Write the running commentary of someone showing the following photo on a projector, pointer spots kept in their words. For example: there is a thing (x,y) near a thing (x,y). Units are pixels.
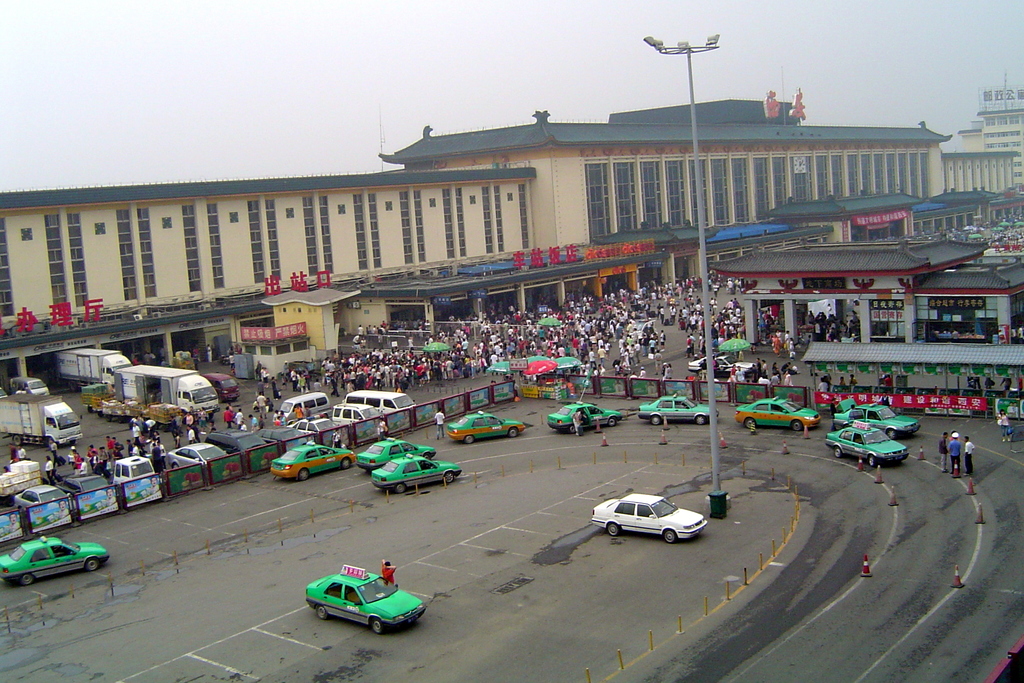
In this picture I can see the roads (227,634) on which there are number of cars (20,434), people (675,293) and number of boards (1016,412). I can also see the traffic cones (865,563). In the center of this picture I can see a light pole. In the background (494,299) I can see number of buildings (708,182) and the sky (450,39).
